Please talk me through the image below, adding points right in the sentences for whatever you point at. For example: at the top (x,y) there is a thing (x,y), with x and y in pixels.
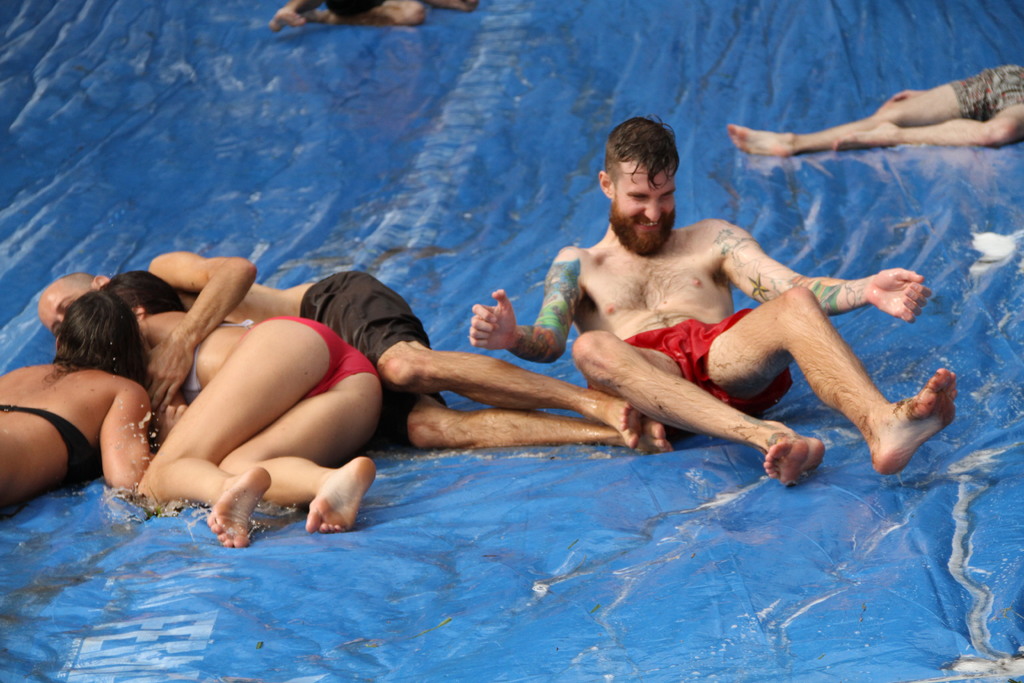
Some people (966,125) are sliding down on a blue cover (550,544).
